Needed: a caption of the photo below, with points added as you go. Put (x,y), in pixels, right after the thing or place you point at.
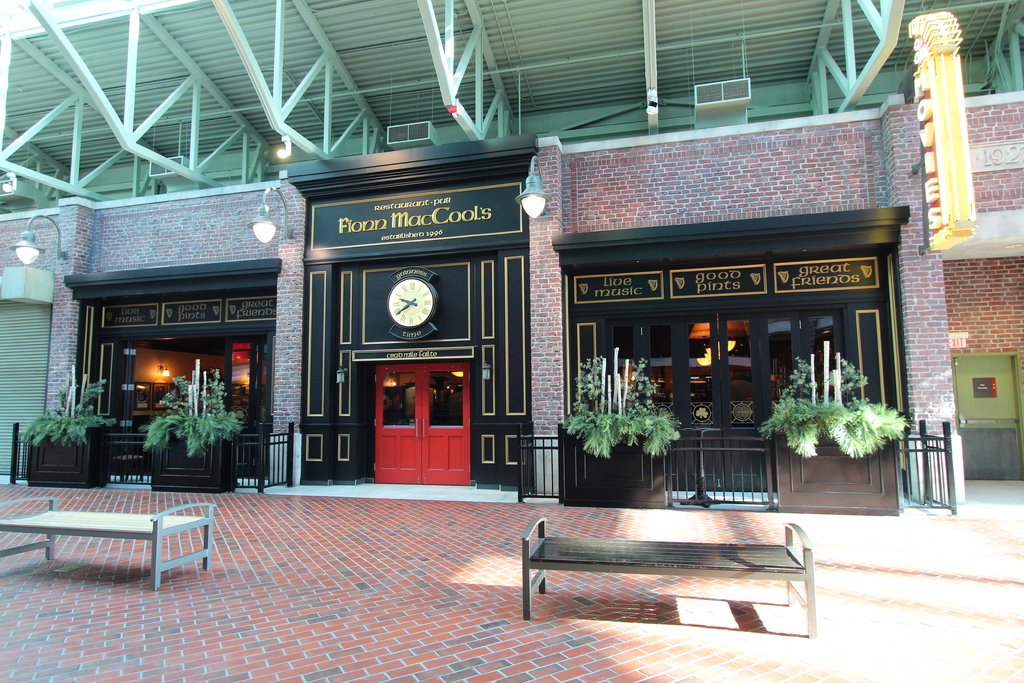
In this image we can see the outside view of a building (764,372). Image also consists of benches (136,528) and plants (619,404) and also lights (270,234). At the top (64,27) we can see the roof (404,51) for shelter.
